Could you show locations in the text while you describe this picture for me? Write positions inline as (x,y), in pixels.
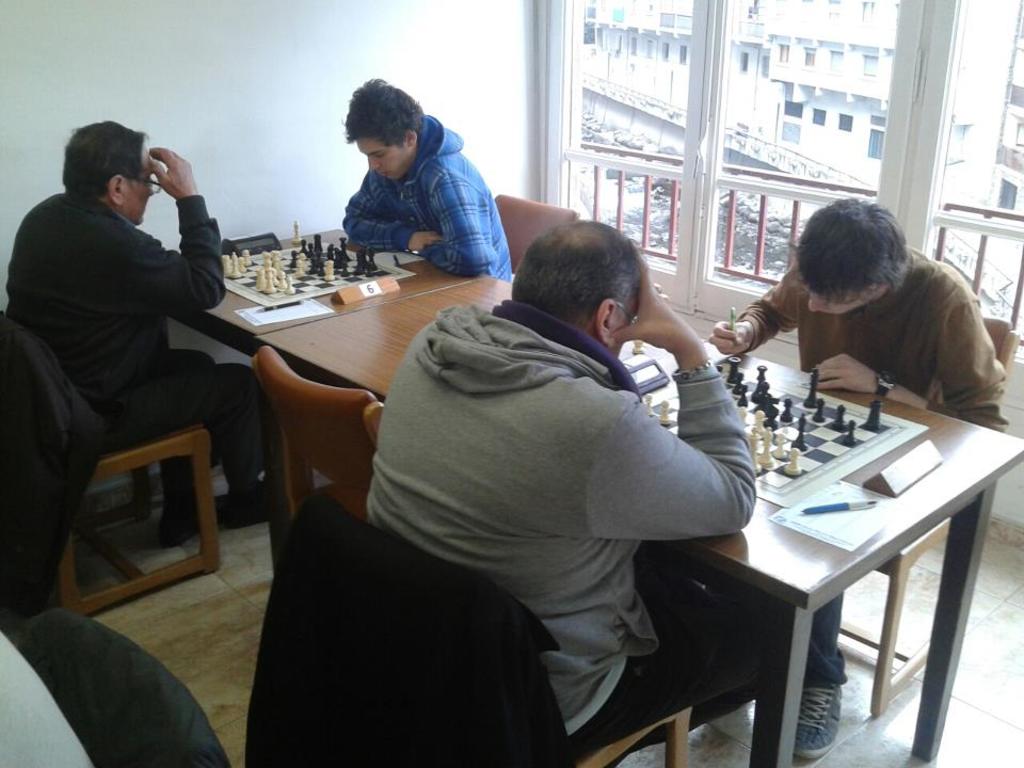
This is an inside view. Here I can see few people (216,297) are sitting in front of the table (368,371) and playing the chess. On the table (295,291) I can see two chess boards (787,425). On the top right of the image (777,114) there is a window (753,123) through that we can see the outside view.
